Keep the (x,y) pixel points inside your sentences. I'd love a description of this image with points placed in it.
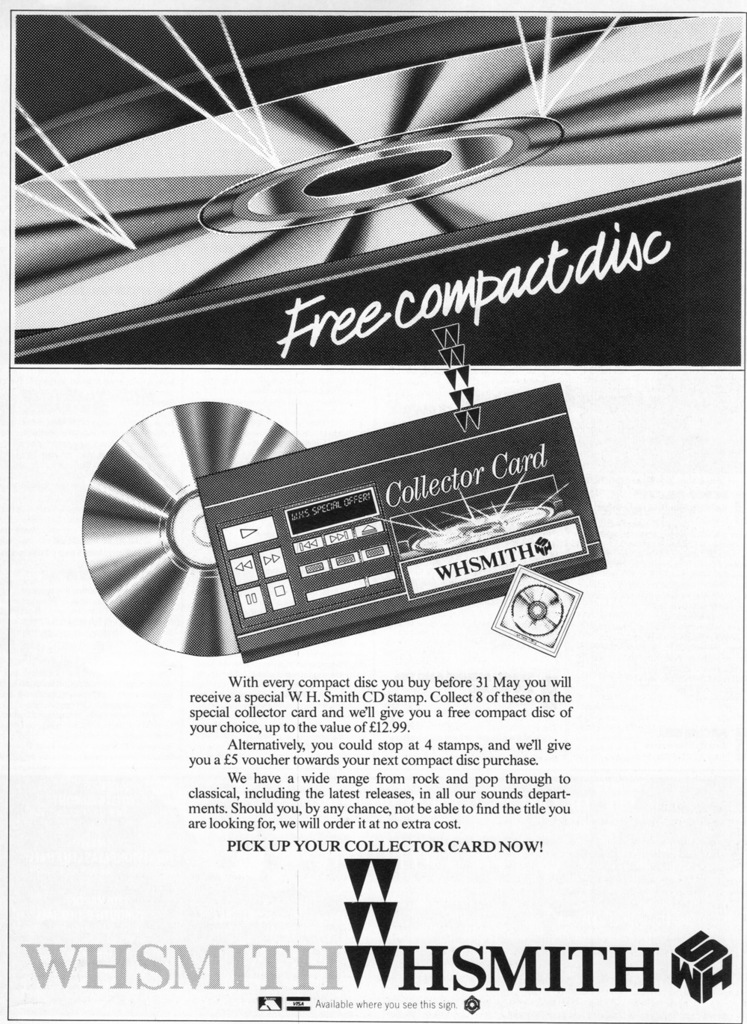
This is a poster and in this poster we can see compact discs (190,152), card (395,440) and some text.
